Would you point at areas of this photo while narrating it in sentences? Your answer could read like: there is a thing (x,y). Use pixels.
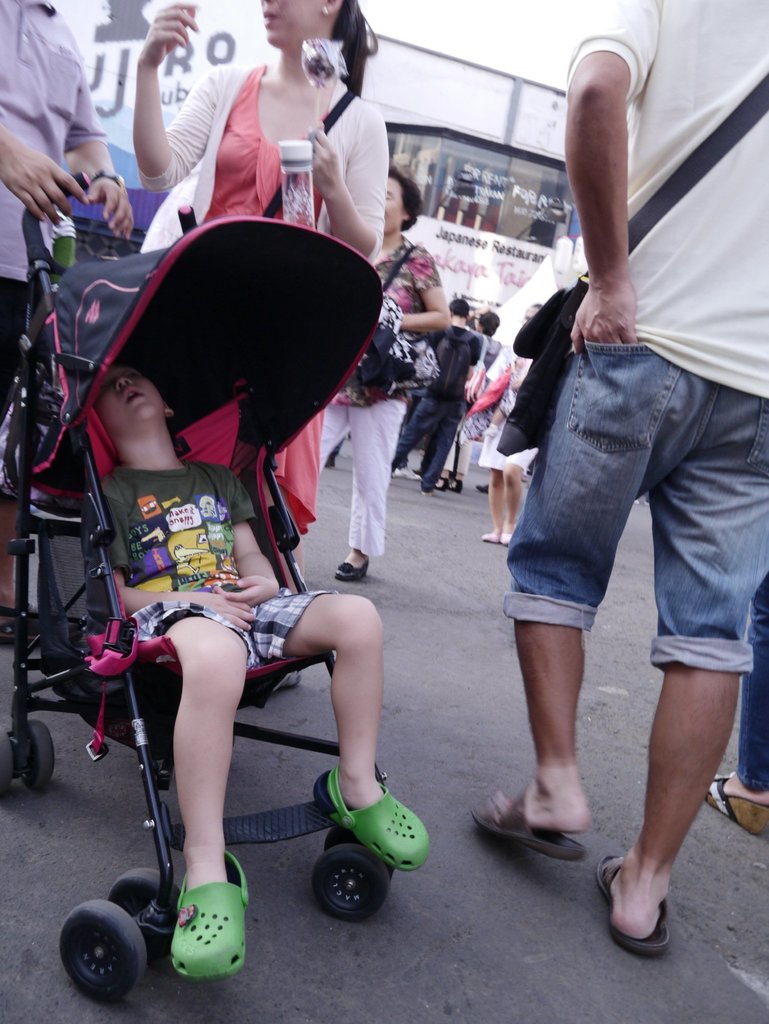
In this image in front (714,595) there are people (356,698) walking on the road (507,898). In the background of the image (469,183) there is a building (516,208).
